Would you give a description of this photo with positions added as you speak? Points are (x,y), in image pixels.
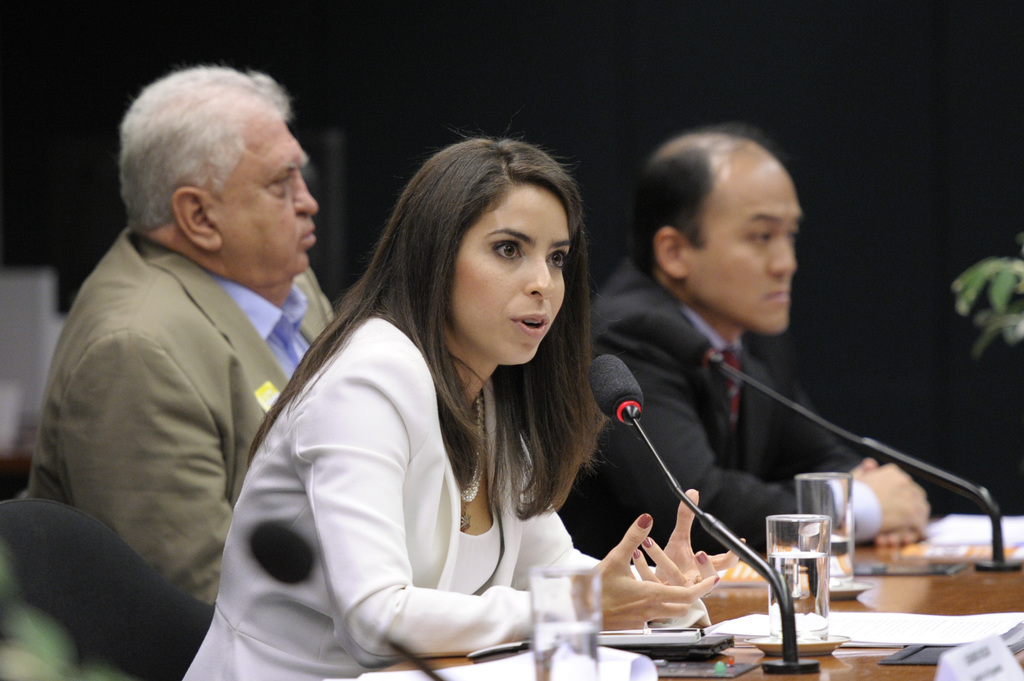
In this picture there is a woman (403,458) wearing white dress (414,458) is sitting in chair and speaking in front of a mic (620,390) and there is a table (744,600) in front of her which has few mics (782,596), few glasses of water (801,586), papers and some other objects (667,629) on it and there are two other persons (666,353) sitting beside her.
